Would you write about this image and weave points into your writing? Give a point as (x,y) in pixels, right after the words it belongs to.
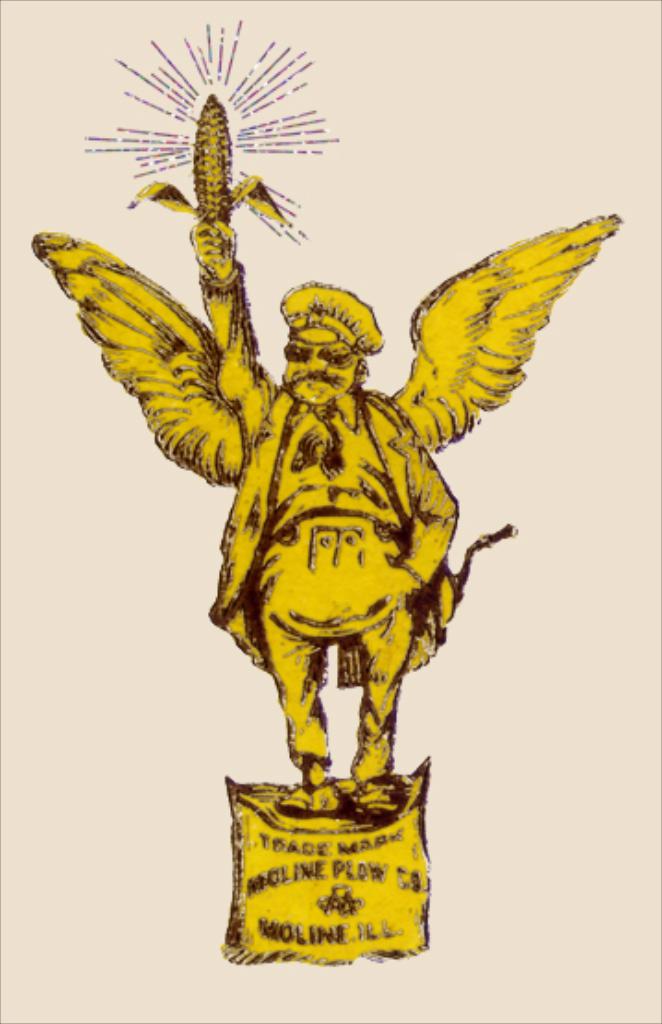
In the picture I can see a drawing (368,583) of a person (378,566) and some other things (357,880). The drawing (400,513) is yellow in color.
